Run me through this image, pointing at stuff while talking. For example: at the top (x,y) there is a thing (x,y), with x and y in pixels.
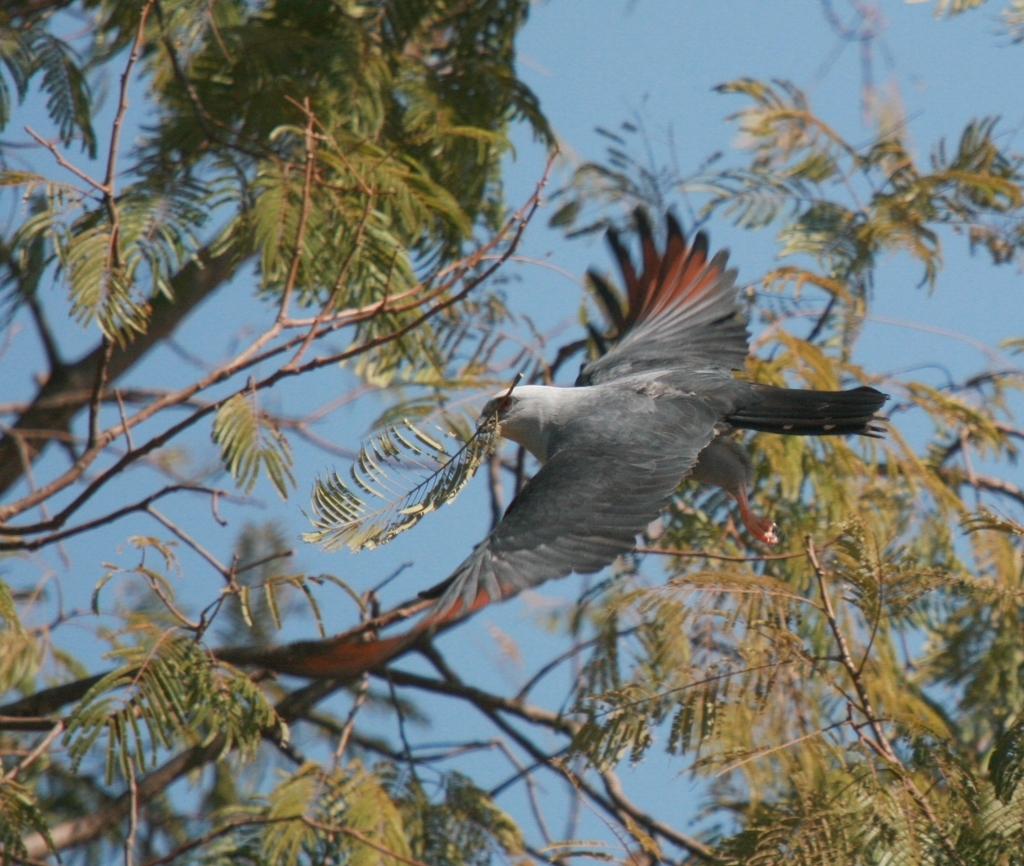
In this image I can see in the middle (532,388) a bird (621,447) is flying by holding a leaf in its beak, it is in grey color. on the left side (308,5), there are trees (165,336). At the top (606,102) it is the sky (589,119).
